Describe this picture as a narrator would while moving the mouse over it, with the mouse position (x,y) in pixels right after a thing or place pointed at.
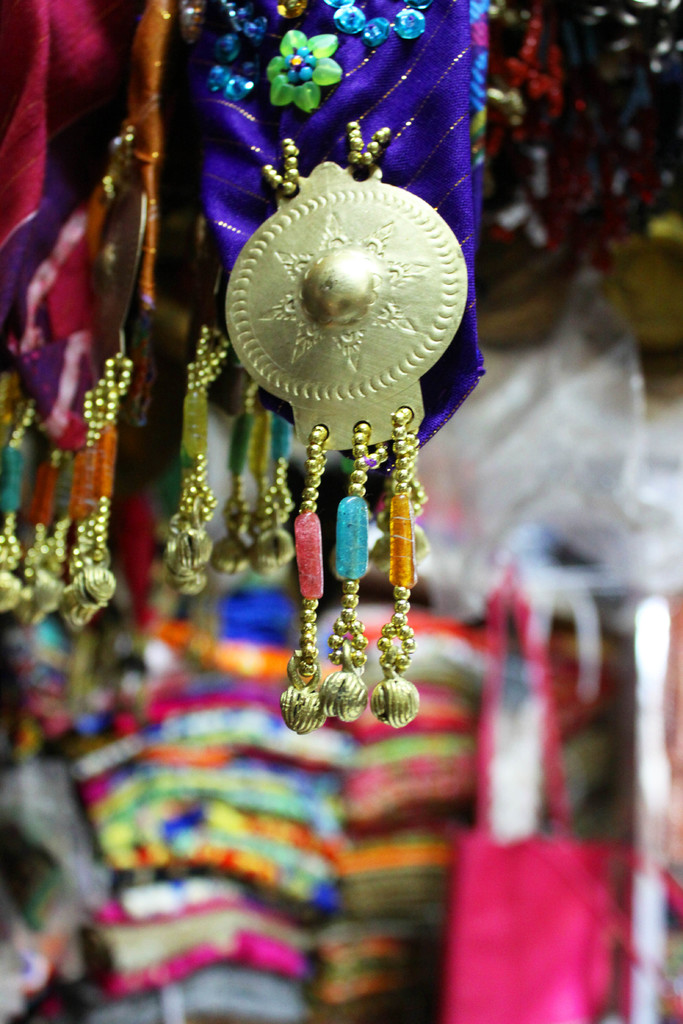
In this image I can see it looks like a decorative items (384,437) that are attached to the clothes (306,164).
